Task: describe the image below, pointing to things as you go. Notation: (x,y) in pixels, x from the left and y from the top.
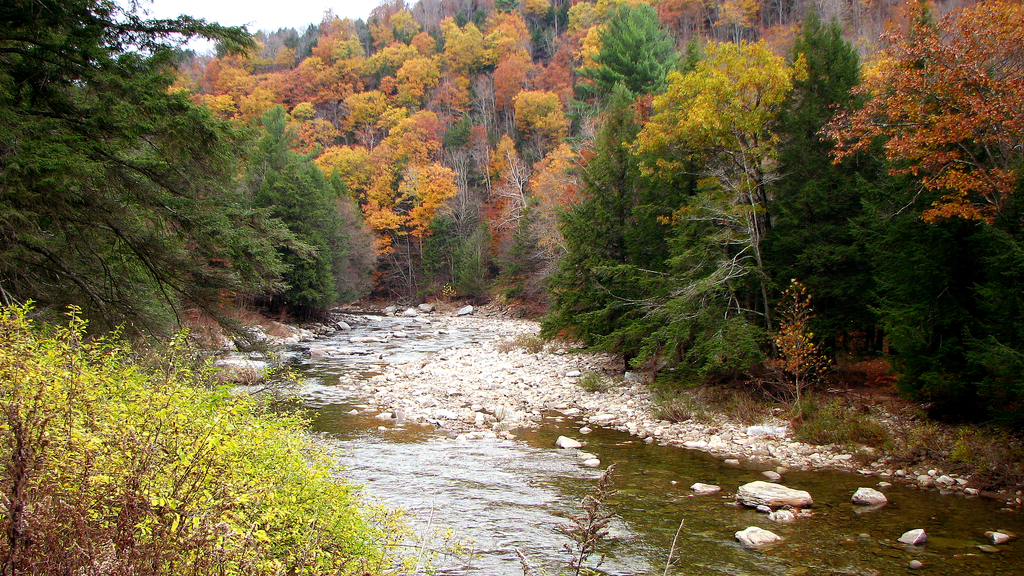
In this image we can see a river (645,494) and some rocks (640,407) in it. In the background (917,355) we can see group of trees (708,114) and sky (288,25).
